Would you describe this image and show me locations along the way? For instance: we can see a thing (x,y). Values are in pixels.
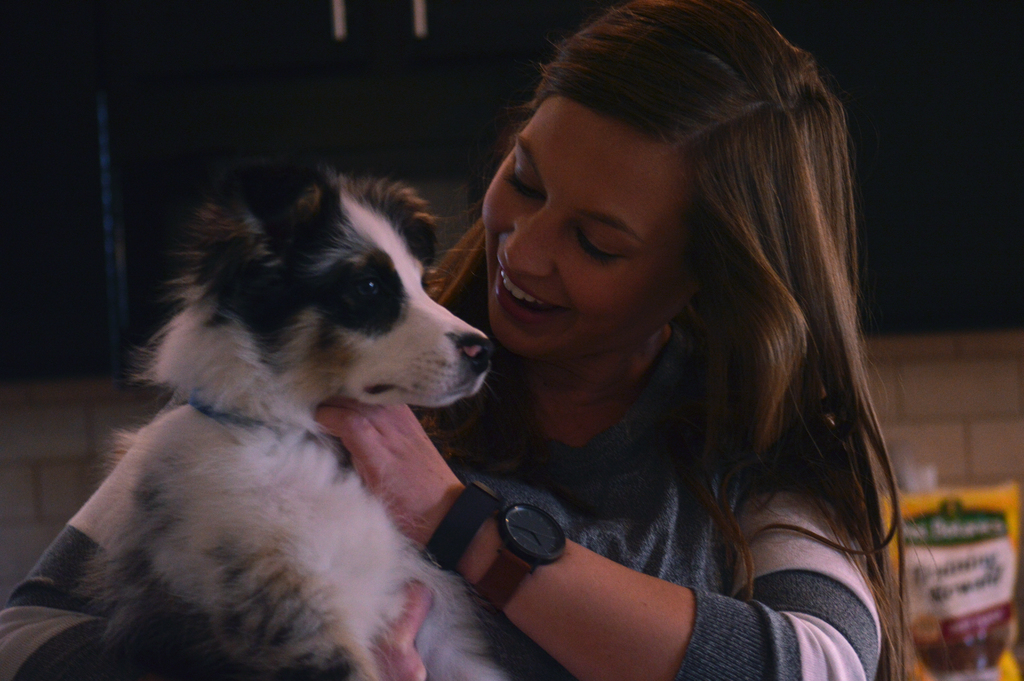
A woman (564,427) is holding dog (344,465) in her hands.
